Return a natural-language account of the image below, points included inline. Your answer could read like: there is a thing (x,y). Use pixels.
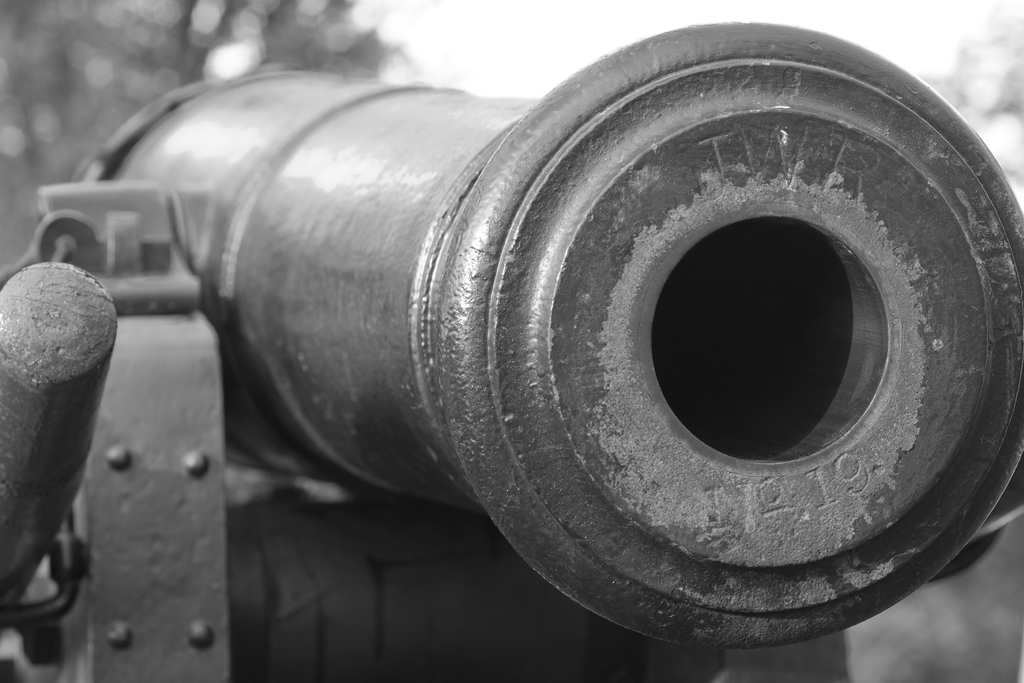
In this picture there is a cannon (584,280). In the background (148,83) I can see some trees (315,49). At the top (551,21) I can see the sky (551,21). On the left (14,403) it might be a wooden stick (52,298).
